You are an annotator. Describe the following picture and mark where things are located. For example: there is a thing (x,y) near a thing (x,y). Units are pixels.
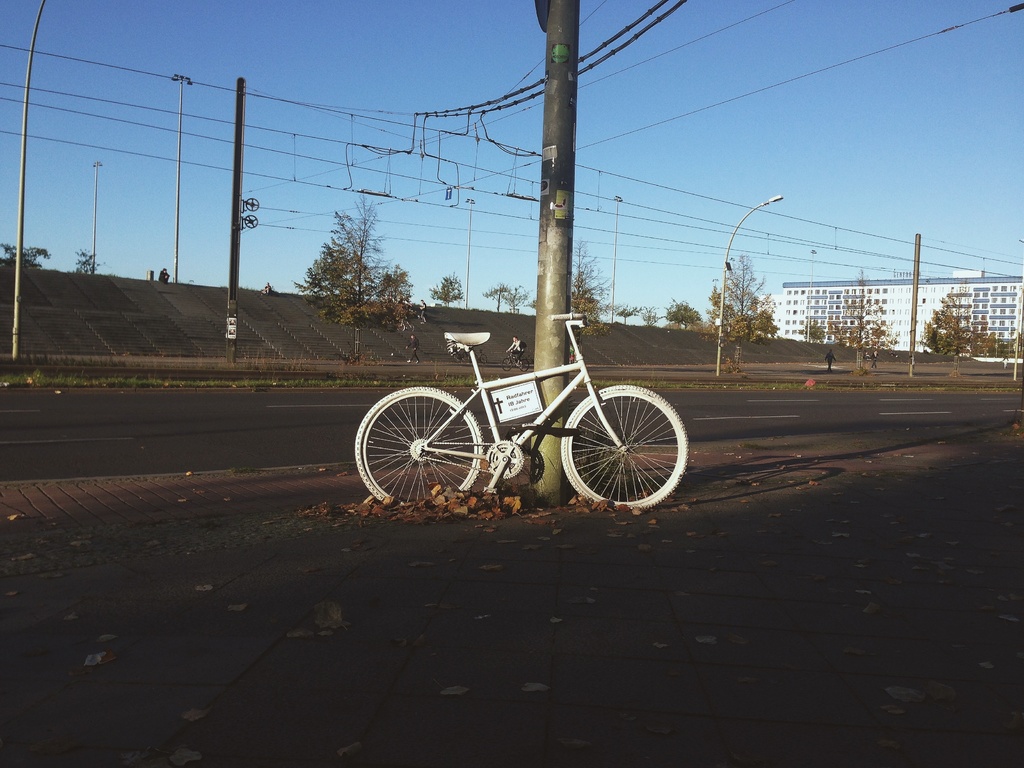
In this picture we can see a bicycle (522,444) here, behind it there is a pole (571,298), in the background (356,298) there are some trees (599,295), poles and lights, we can see wires (647,218) here, there is a building (884,322) here, we can see the sky (700,81) at the top of the picture (659,97).
